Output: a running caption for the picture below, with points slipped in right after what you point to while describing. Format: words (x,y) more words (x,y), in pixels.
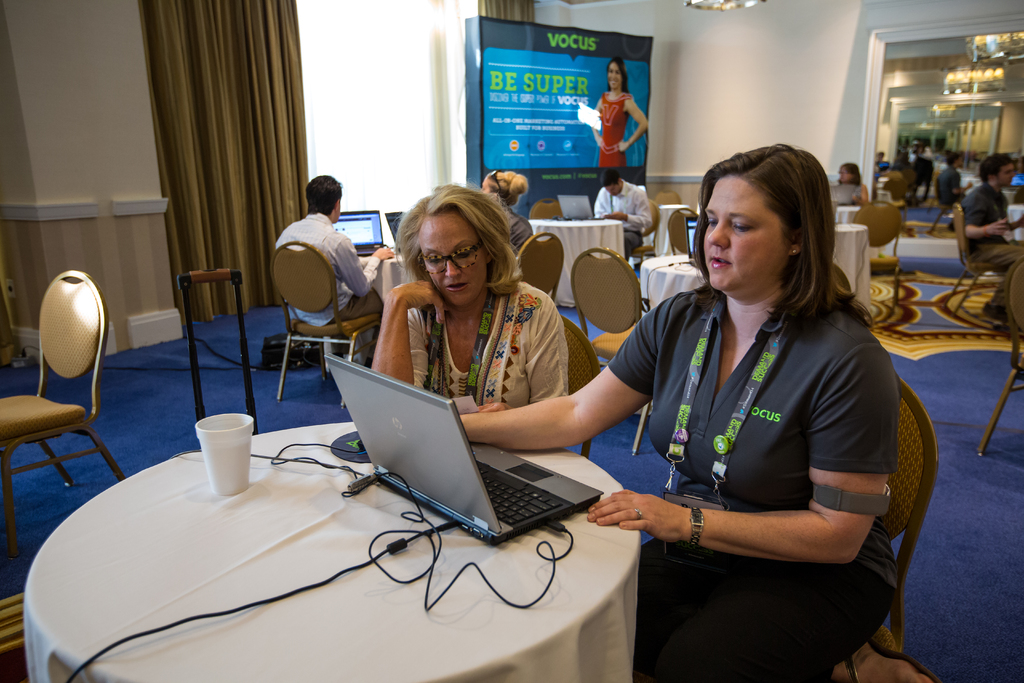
we can see in the picture that two women (533,359) are sitting on chair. One women (660,399) is working on the system (449,437) and other one is talking. They both are wearing identity cards (476,343). These are the cable wires (391,552) and even a glass (219,448) is placed on a table (296,521), the carpet (165,429) is in blue color. These are the curtains (228,146). This is the poster (600,123) in which a woman (618,135) is wearing red dress (612,134). There are many men (973,195) and women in the room (681,62).
